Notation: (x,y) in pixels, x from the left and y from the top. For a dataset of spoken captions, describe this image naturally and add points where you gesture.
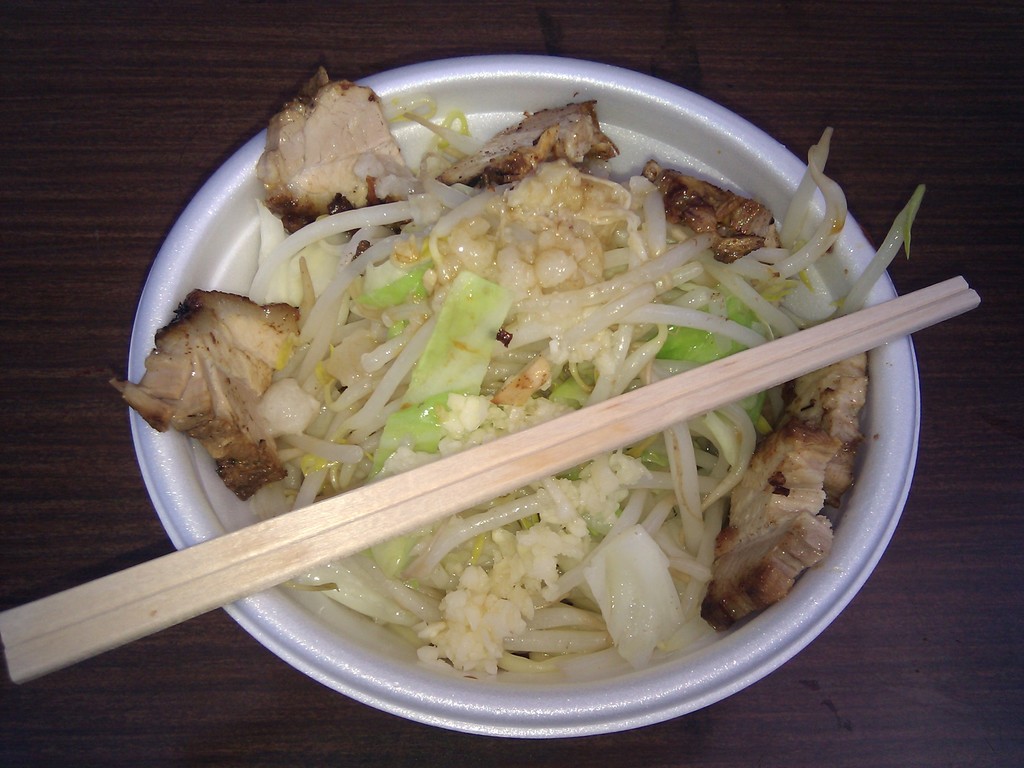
It is a close picture of food item (476,405) present in a white bowl (727,638) and on the top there is stick (467,488). The white bowl (822,619) is placed on the wooden surface (184,181).
